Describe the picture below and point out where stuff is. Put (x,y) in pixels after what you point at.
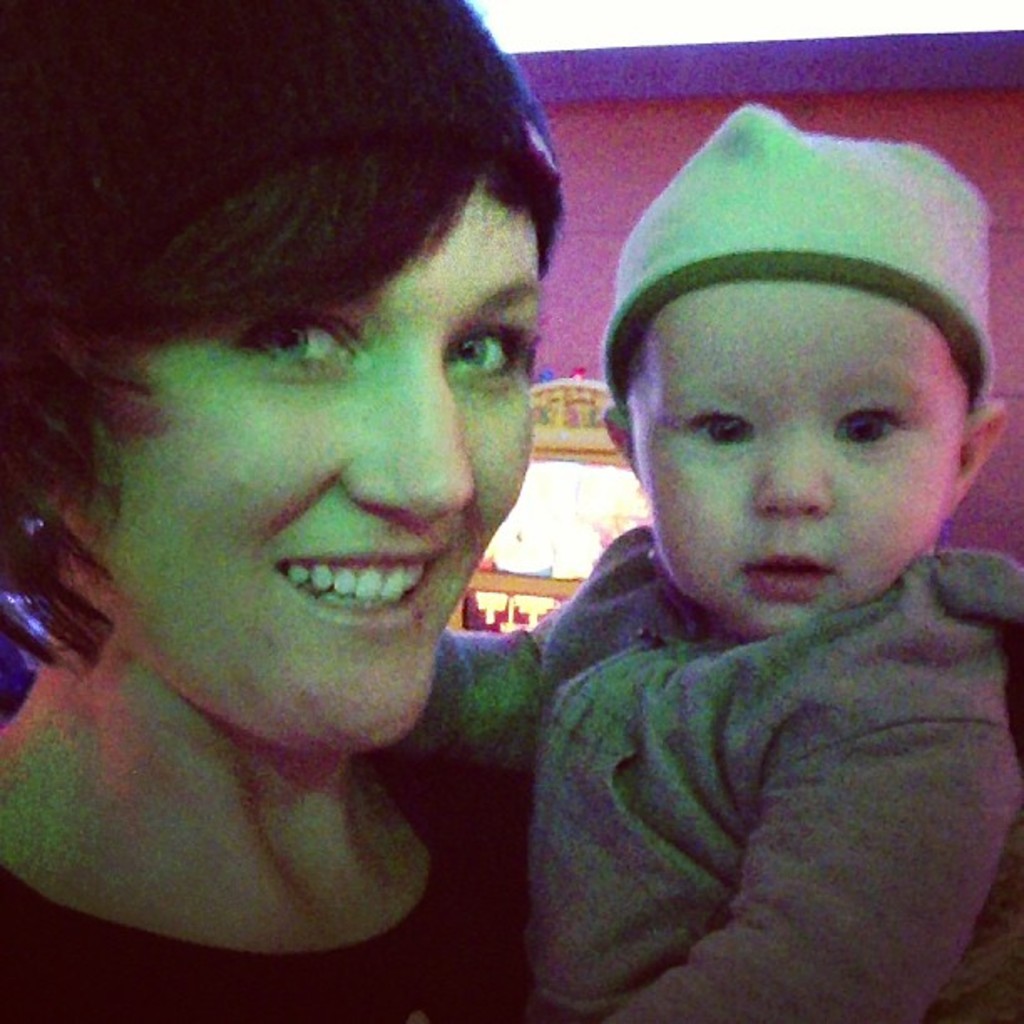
In this picture we can see a woman (322,785) is holding a baby (547,719) and behind the woman (329,701) there is a wall (606,251) and an object (519,560).
